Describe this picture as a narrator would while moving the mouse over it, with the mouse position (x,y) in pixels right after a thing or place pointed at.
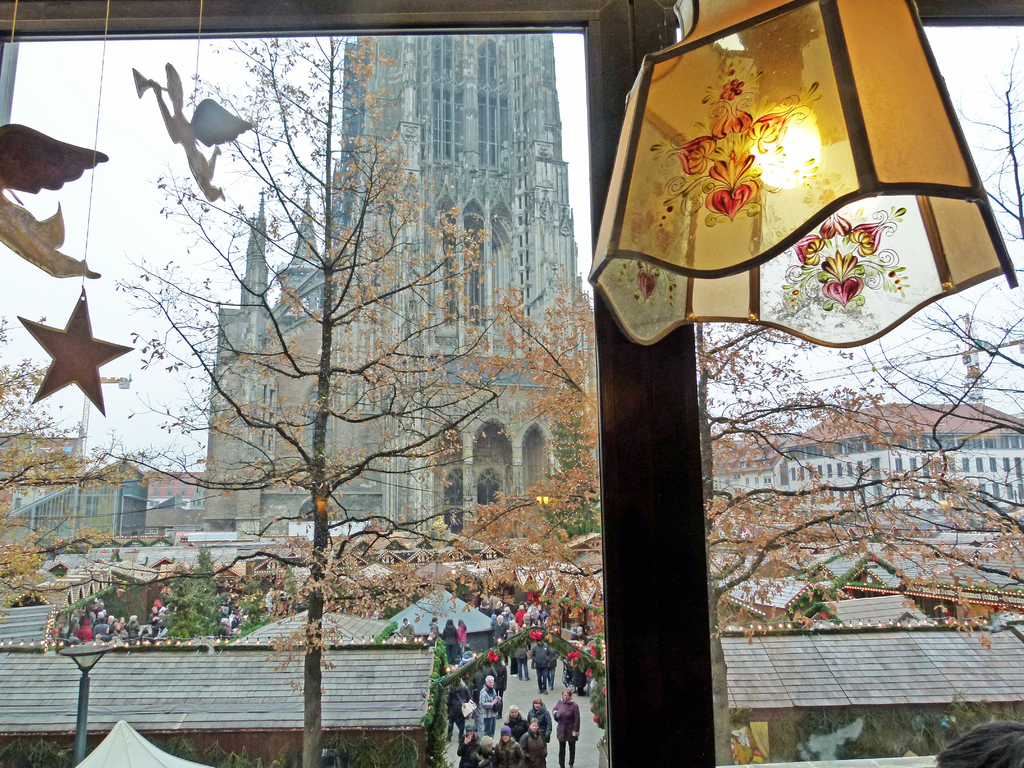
In this picture we can see a light (717,253) and few trees (367,462), in the background (397,517) we can find few buildings (394,273) and group of people (525,731).
